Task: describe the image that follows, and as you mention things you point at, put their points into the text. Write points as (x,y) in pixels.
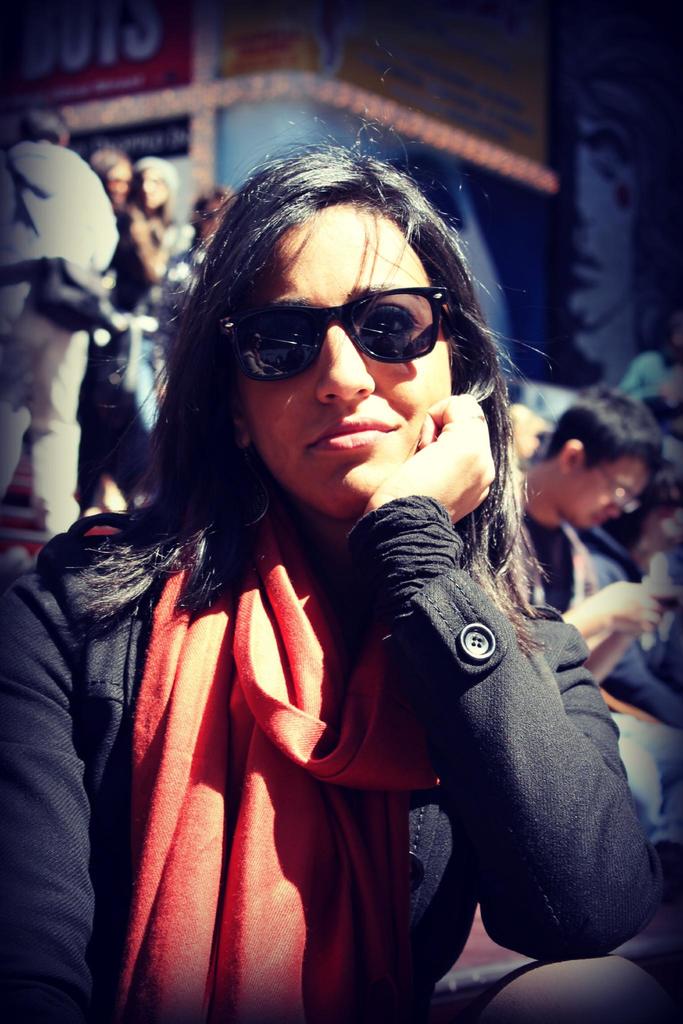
In this picture we can see a woman (60,617) wore a spectacle (405,316) and smiling and at the back of her we can see a group of people (32,208), posters (288,118) and some objects (91,108).
